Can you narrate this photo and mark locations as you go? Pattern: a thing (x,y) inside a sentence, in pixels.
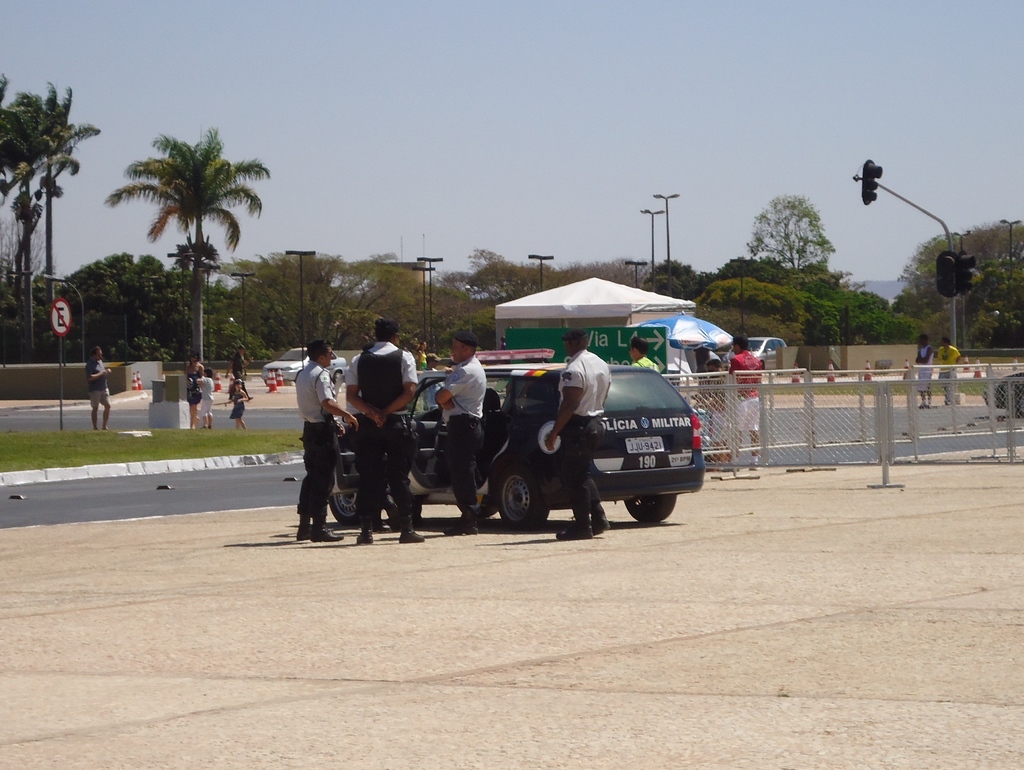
In this image I can see few people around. I can see few vehicles (612,487), trees (679,271), light poles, traffic signals (949,286), sign boards (67,307), tents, umbrellas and fencing (810,424). The sky (451,149) is in blue and white color.
